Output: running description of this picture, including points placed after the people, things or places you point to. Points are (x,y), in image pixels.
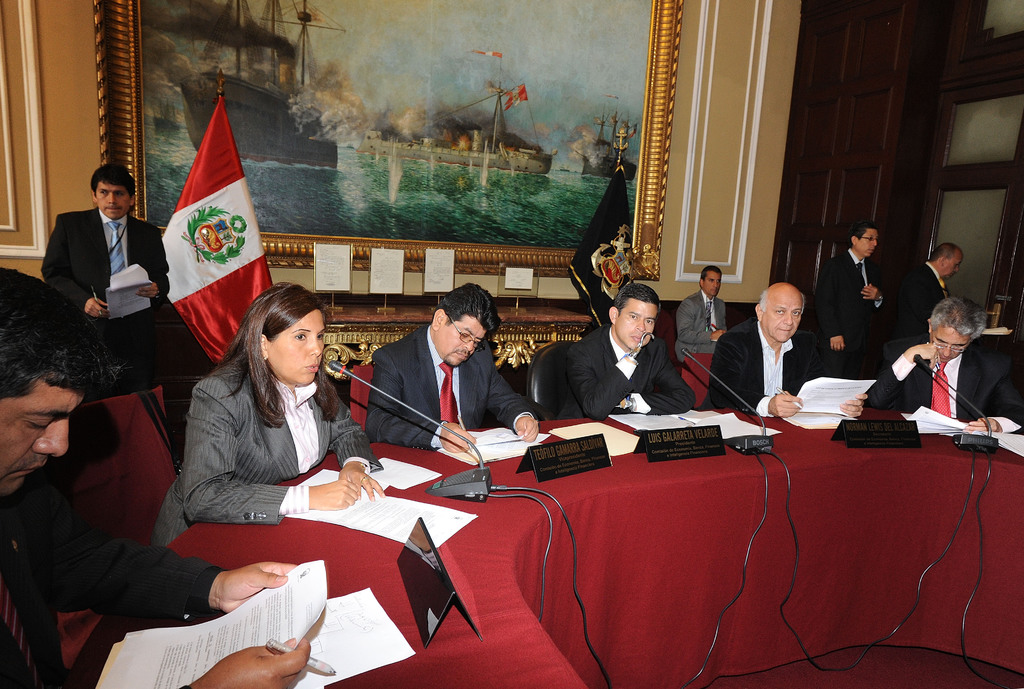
At the bottom of the image (352,582) there is a table (442,665), on the table (442,650) there are some papers (374,636) and pens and microphones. Behind them few people (64,309) are sitting and holding some pens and papers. Behind them few people (881,297) are standing and there are some flags (616,247). Behind the flags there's a wall (91,122), on the wall (78,153) there is a frame (620,31).
